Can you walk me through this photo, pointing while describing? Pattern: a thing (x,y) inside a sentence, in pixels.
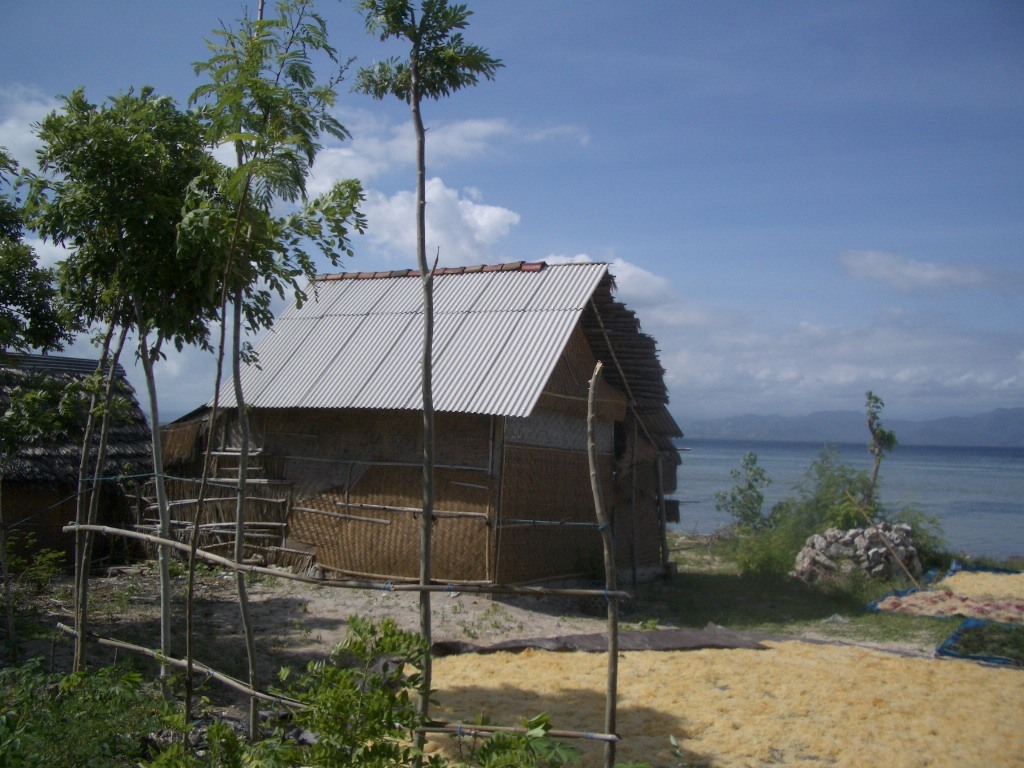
In this image in the front (160,704) there are plants (173,701) and there are trees (187,701). In the center (501,511) there is hut (466,469). In the background (730,446) there is water (692,455) and the sky (849,382) is cloudy.
